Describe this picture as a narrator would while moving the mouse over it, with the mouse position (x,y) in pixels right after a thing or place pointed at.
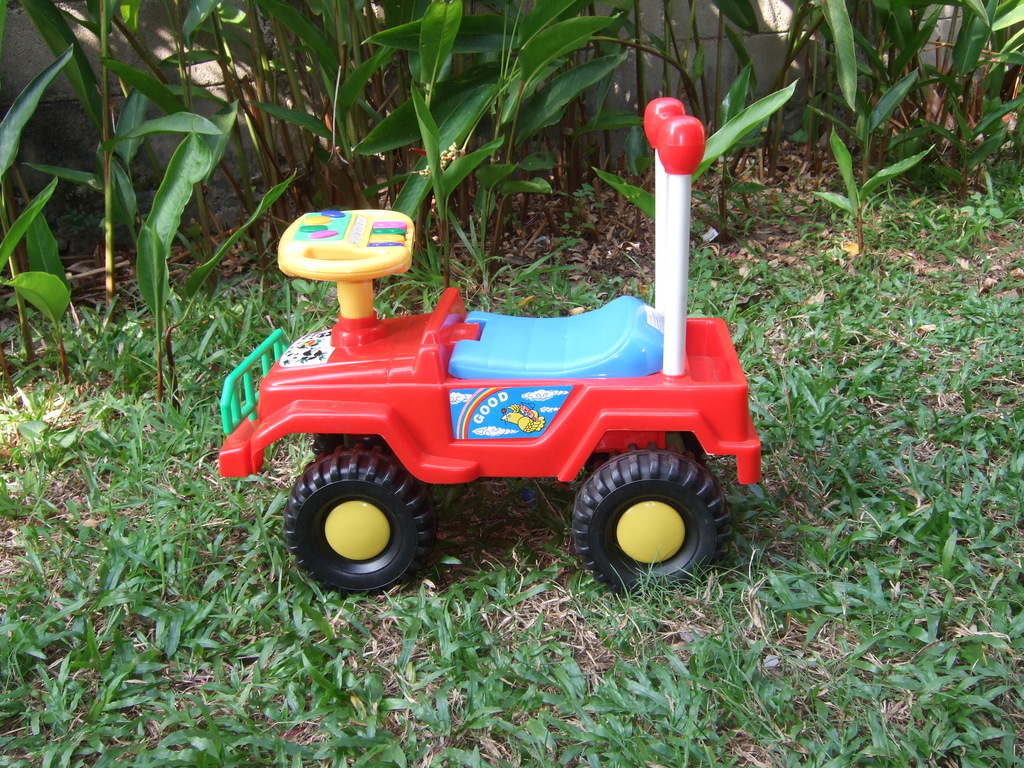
In this picture I can see a toy car (545,454) on the ground (942,443) and I can see grass (119,721) and few plants (582,105).
